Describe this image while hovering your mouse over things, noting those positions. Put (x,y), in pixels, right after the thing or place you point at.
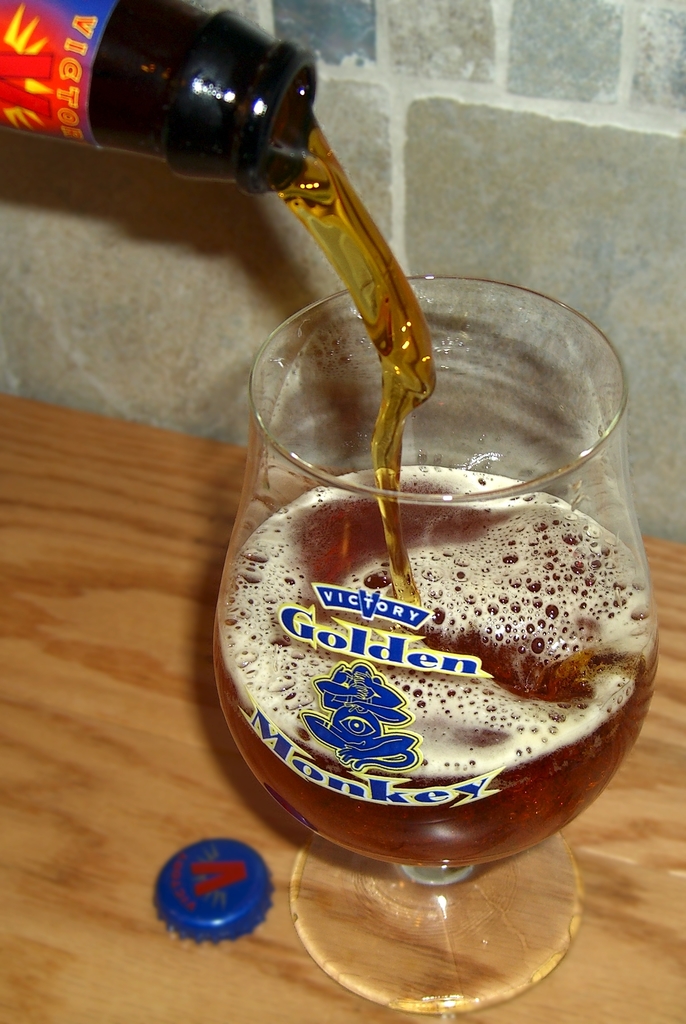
In this image we can see a glass (282,709) with a drink (448,781) in it and with the label (343,693) on it is placed on the wooden surface (553,1011). Here we can see the blue color bottle cap (258,900) and here we can see the bottle (175,124) from which we can see the drink (346,186) is coming out. In the background (332,284), we can see the stone wall (246,247).
